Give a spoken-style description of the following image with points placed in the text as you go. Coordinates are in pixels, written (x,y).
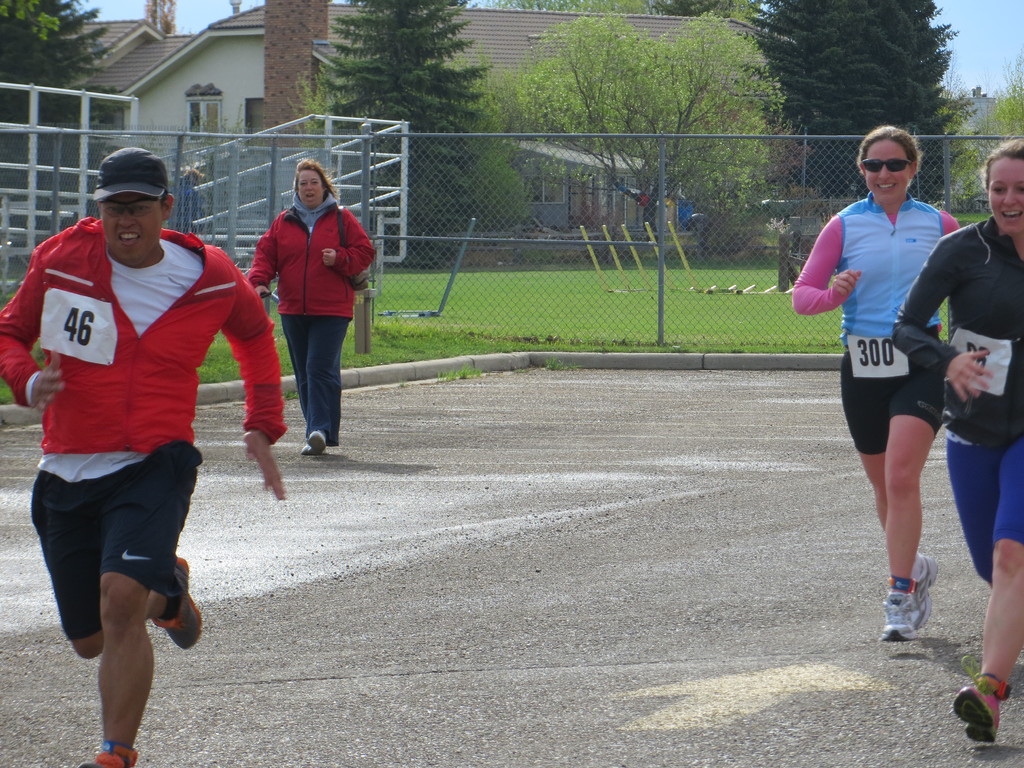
In this image there are people (77,526) running on the road (722,389). Behind them there is a metal fence (664,275). On the left side of the image (25,119) there is a railing (54,148). In the background of the image (726,170) there are trees (592,131), buildings (105,41) and sky (958,54). In the center of the image (625,301) there are a few objects (782,259) and there's grass (711,269) on the surface (711,269).
